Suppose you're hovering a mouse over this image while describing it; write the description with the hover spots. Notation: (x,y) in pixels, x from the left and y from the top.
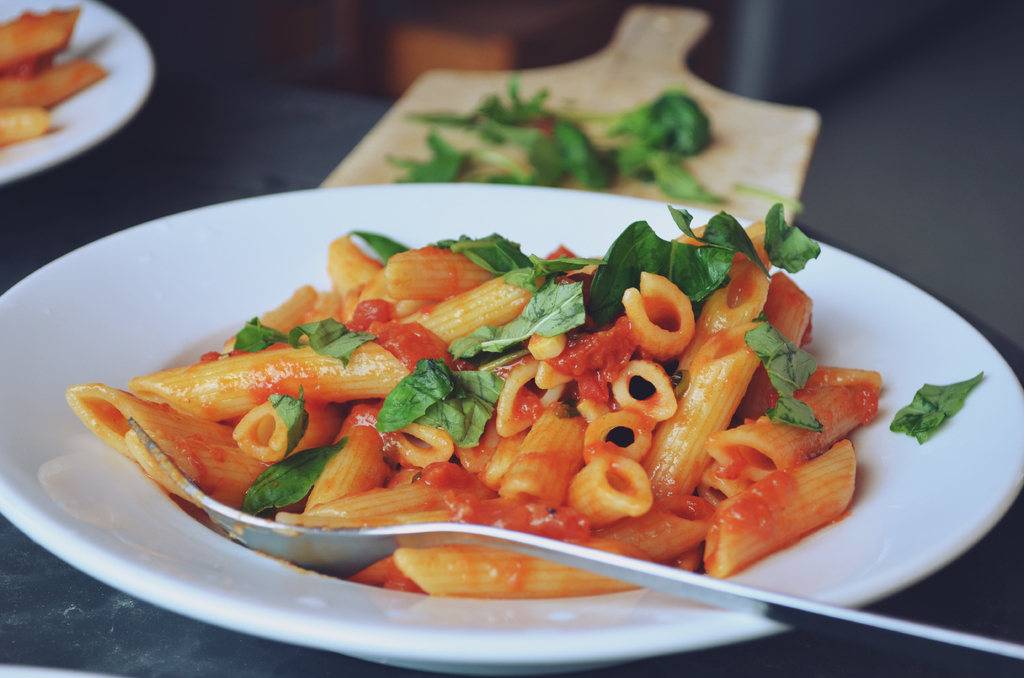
In this image I see the white plates (142,47) on which there is food (61,40) which is of orange and red in color and I see the leaves (609,298) and I see a fork (376,552) over here and I see that it is blurred in the background (758,102).
